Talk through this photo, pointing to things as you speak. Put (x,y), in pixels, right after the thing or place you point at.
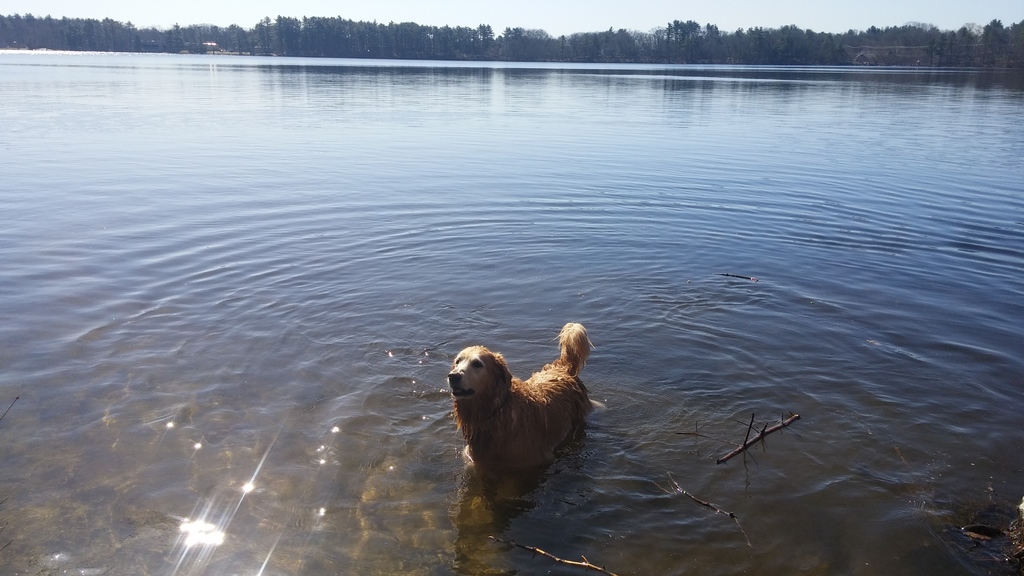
In this image I can see a dog (588,347) standing in the river water (509,148). I can see the trees (316,26) at the top of the image (1018,24) I can see the sky (1,0) above them.
